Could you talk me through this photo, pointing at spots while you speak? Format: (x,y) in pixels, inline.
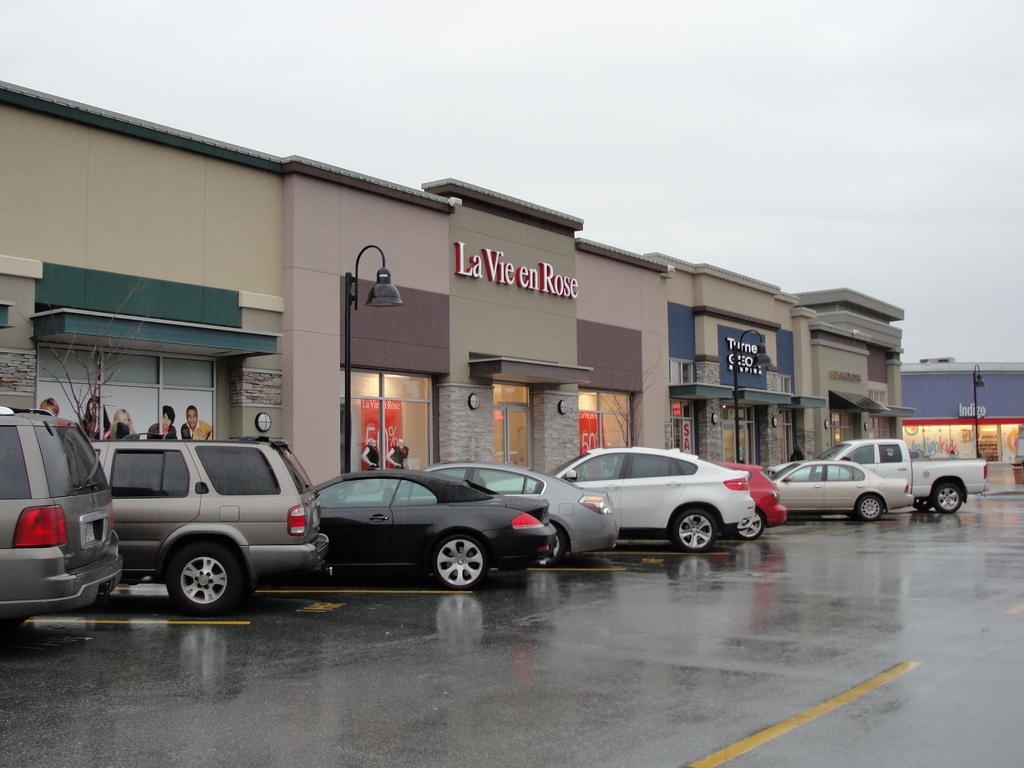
In the center of the image (615,423) we can see buildings (464,354), stores (427,379), doors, windows (690,435), lamps (764,360), poles (738,418), wall (338,289), clocks (266,418), mannequins (395,454), cars (457,476), trucks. At the top of the image (583,79) there is a sky (779,118). At the bottom of the image (786,690) there is a road (709,694).
